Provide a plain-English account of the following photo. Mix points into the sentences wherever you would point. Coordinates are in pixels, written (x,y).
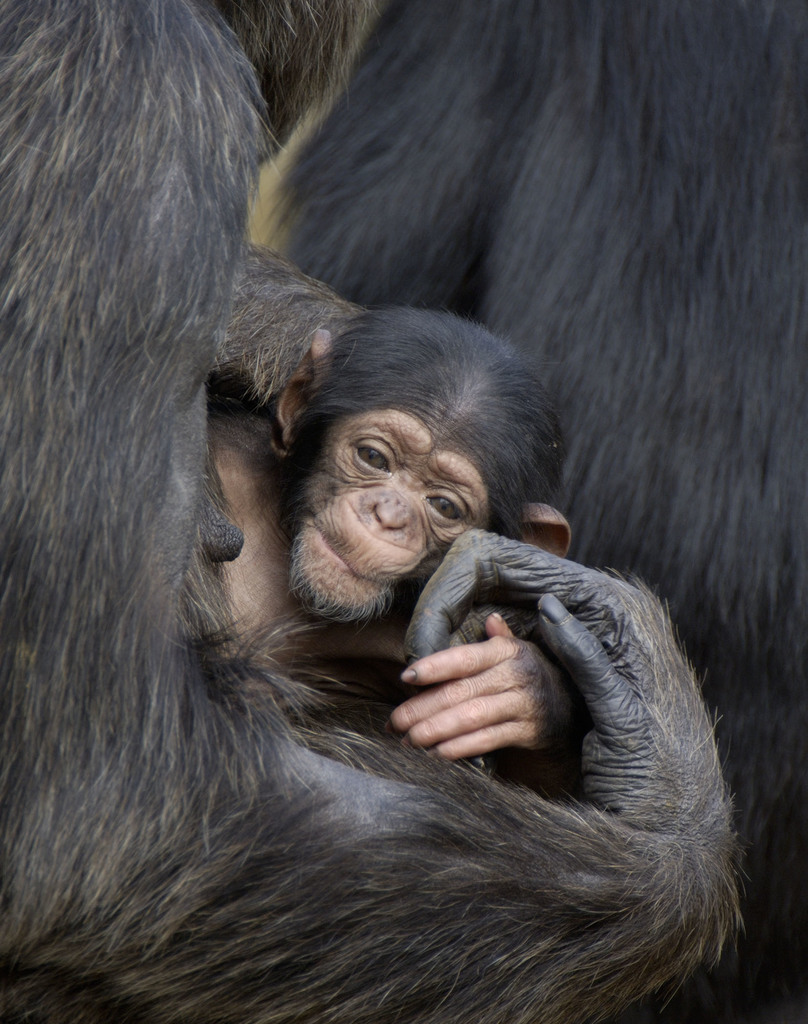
In this image I can see three monkeys (224,517), they are in black color.
